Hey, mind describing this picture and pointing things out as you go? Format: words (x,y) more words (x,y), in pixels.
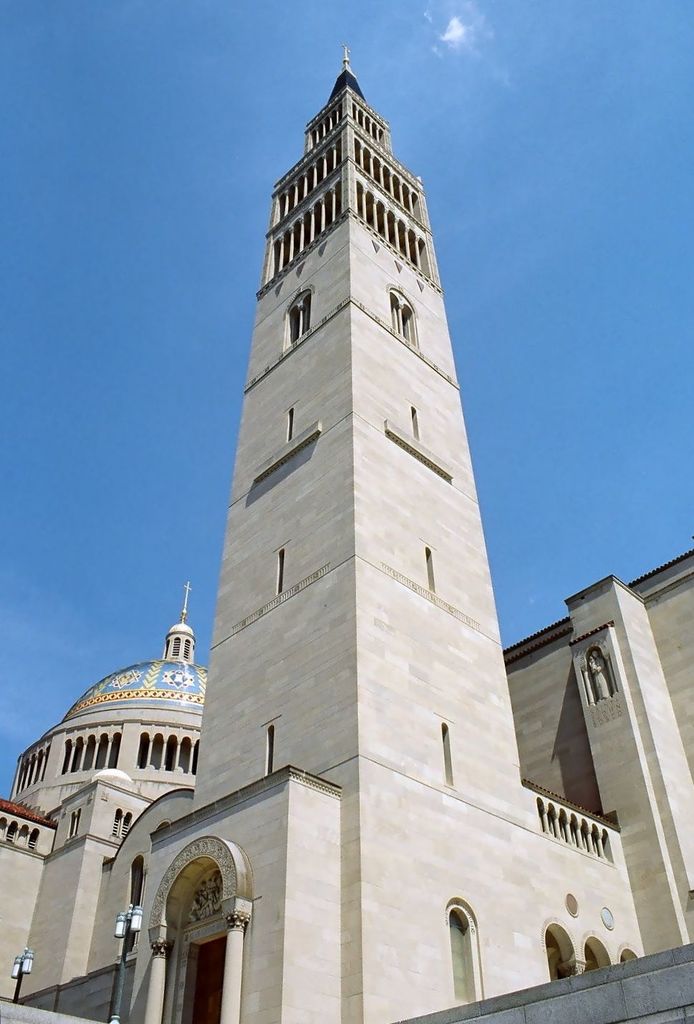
Here in this picture we can see a monumental building tower (254,726) and behind it we can see the monumental building (135,670) present and in the front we can see lamp posts (121,962) present and we can see clouds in the sky (533,46).
